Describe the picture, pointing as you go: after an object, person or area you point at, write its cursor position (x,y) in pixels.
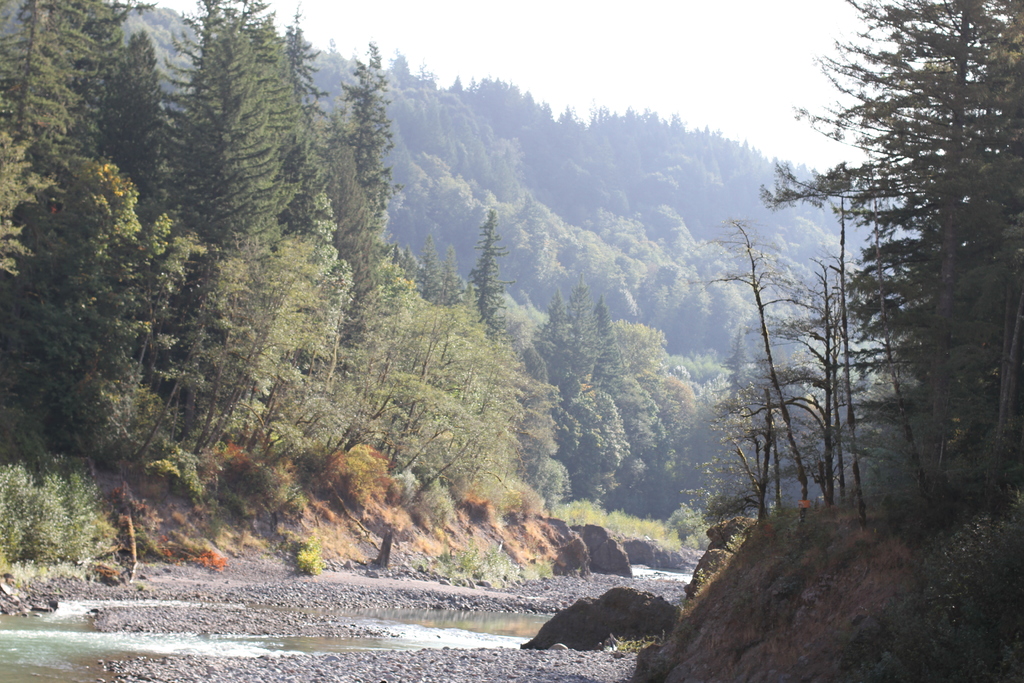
In the picture I can see trees (487,425), the water (471,642) and rocks (570,550). In the background (730,62) I can see hills (559,200) and the sky (670,46).
